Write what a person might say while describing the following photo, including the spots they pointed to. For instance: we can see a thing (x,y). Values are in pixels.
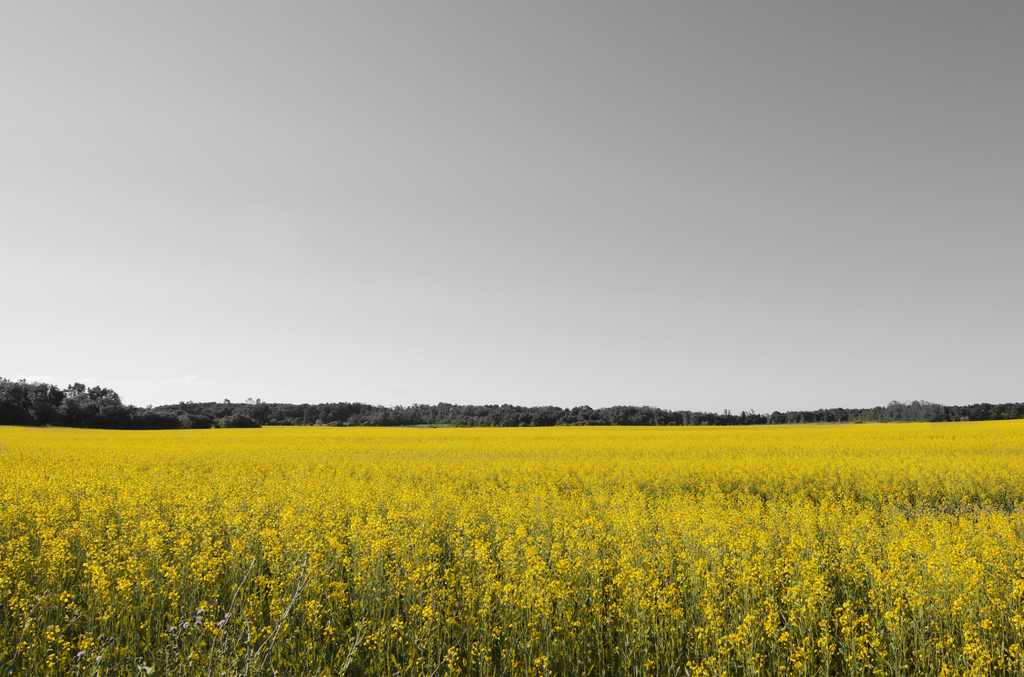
In this image at the bottom (287,590) we can see plants (409,534) with flowers (409,534). In the background (913,414) there are trees (96,405) and the sky (371,72).
